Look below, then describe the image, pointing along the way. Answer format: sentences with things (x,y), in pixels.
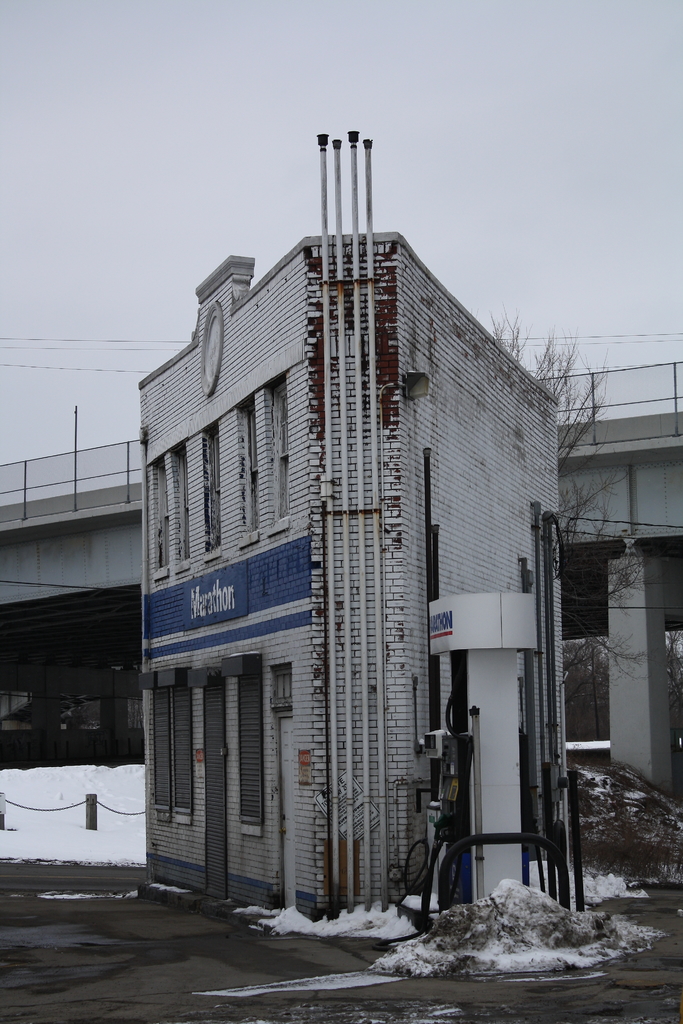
There is a building (221,441) with windows (160,489), door (218,702) and pipes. In the back (101,789) there is snow (101,789). Also there is a bridge (126,669) with pillars (639,669). Also there is a tree (599,677). In the background (365,110) there is sky (433,143).
